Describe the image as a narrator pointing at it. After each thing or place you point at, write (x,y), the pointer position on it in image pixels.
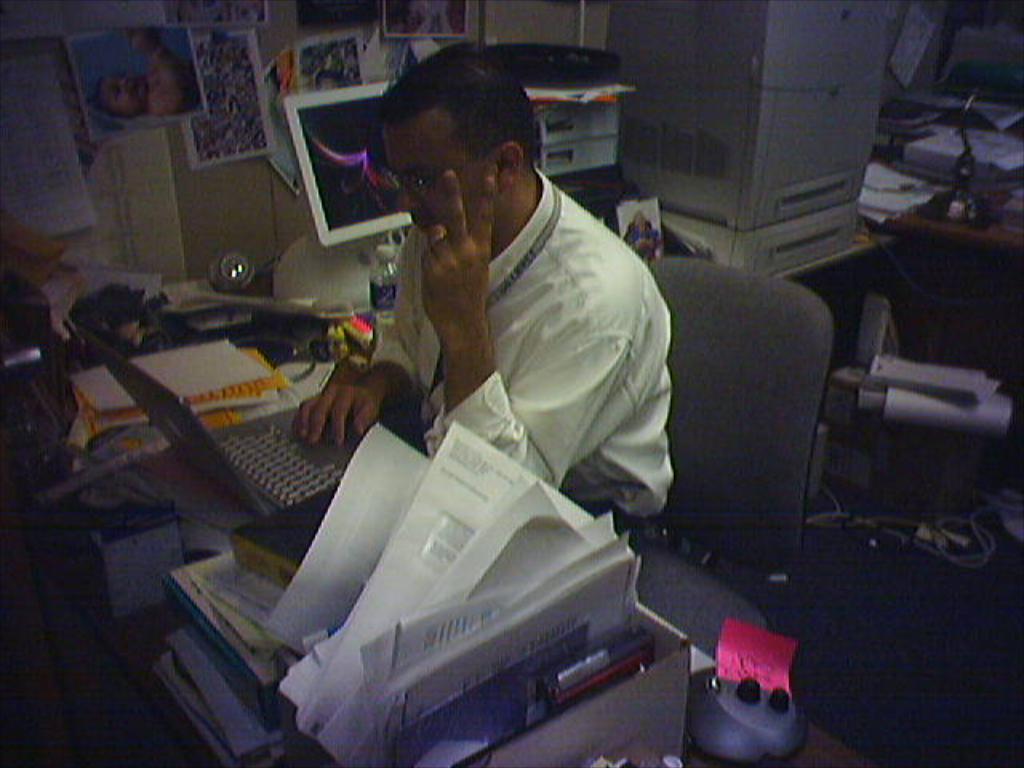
In this image, I can see a person (586,462) sitting on a chair (691,571). In front of the person (543,418), I can see laptop (245,501), books (241,617), papers (434,682) and few other objects (58,353) on a table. In the background (319,172), I can see a monitor (368,228), machine (680,178), water bottle (372,265), few other things (368,326) on a table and there are posters (54,171) attached to the wall (559,19). On the right side of the image (878,391), I can see an object (903,494) and cables (959,533) on the floor (979,588) and there are few objects (973,194) on a table (971,233).
